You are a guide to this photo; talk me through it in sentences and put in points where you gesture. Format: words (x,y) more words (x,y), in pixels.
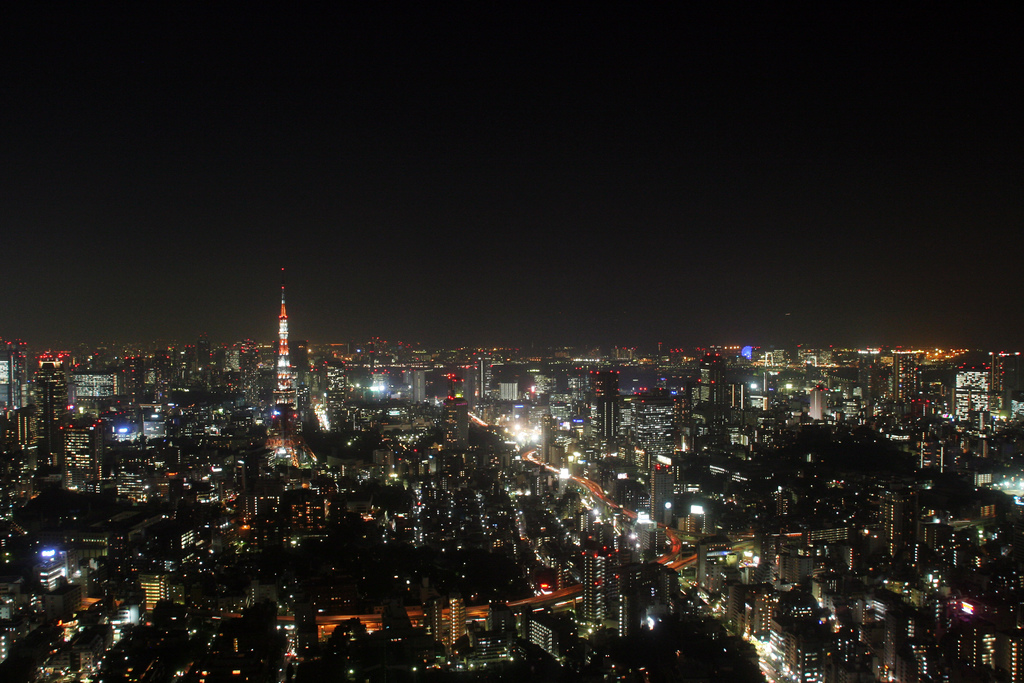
At the bottom of the picture (483,609), we see the buildings (526,632) and the vehicles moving on the road (773,658). There are buildings (411,376) and a tower (292,392) in the background (401,359). We see the lights (89,379). At the top (629,113), we see the sky (386,163). This picture is clicked inside the city. This picture is clicked in the dark.
